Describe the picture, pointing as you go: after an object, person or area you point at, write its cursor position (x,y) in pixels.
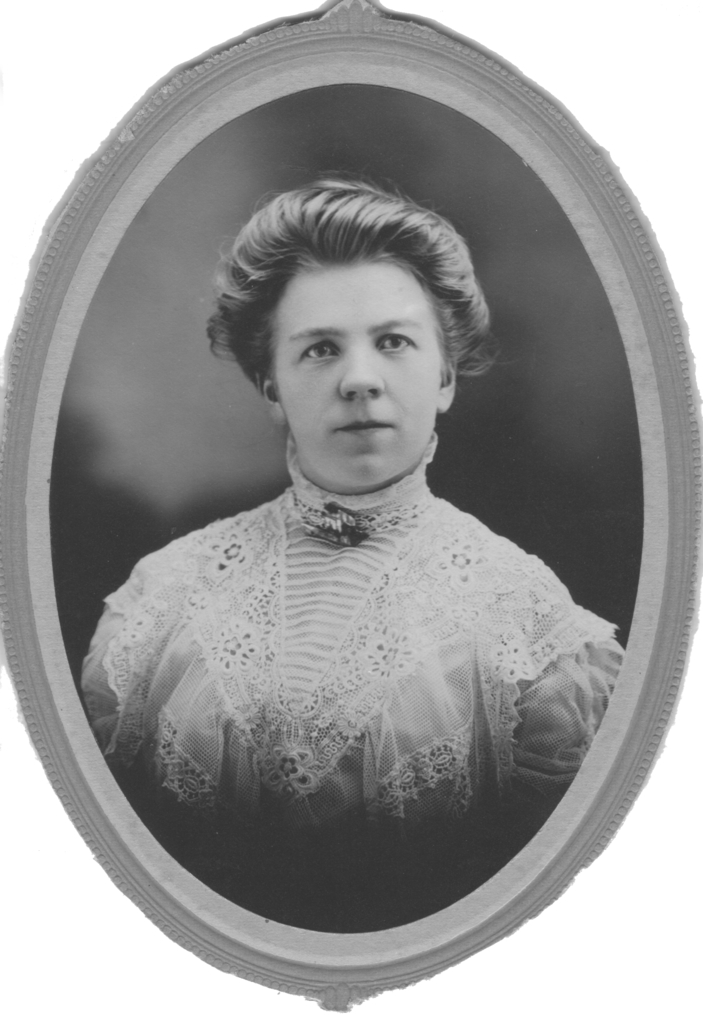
This is a black and white picture. This picture is mainly highlighted with a frame (697,589) and we can see a person (373,382) wearing a dress (437,657).
